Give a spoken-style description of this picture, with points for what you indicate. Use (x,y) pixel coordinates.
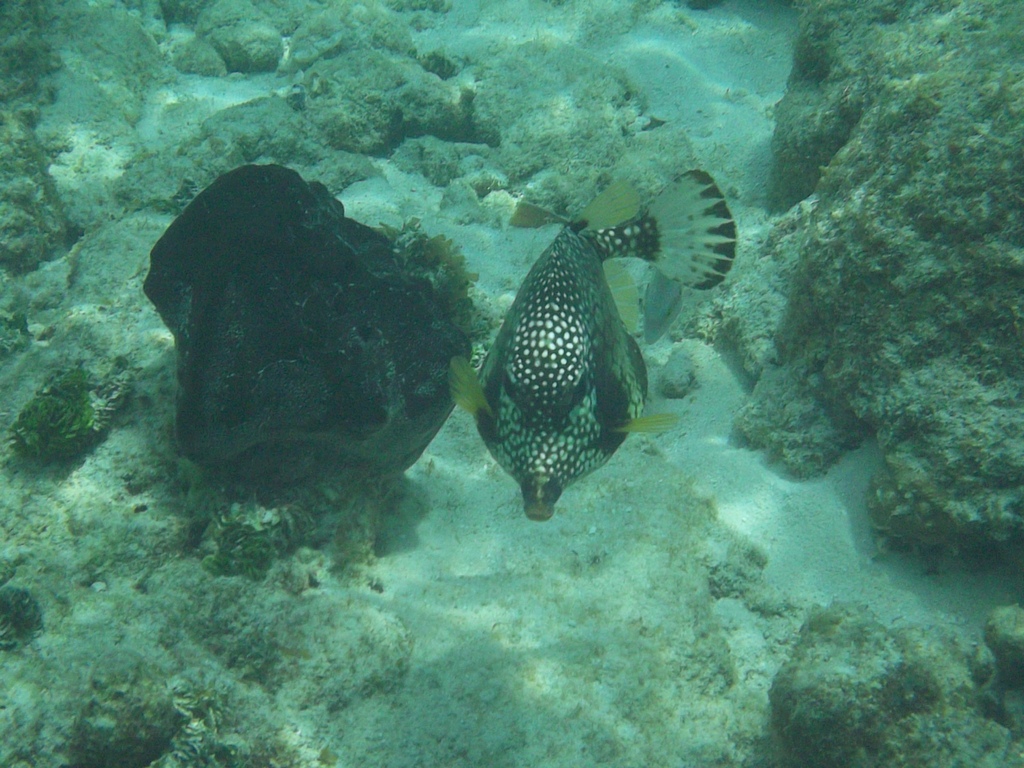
In this image we can see a fish (635,386) under water (663,400) and coral reefs (312,413).
